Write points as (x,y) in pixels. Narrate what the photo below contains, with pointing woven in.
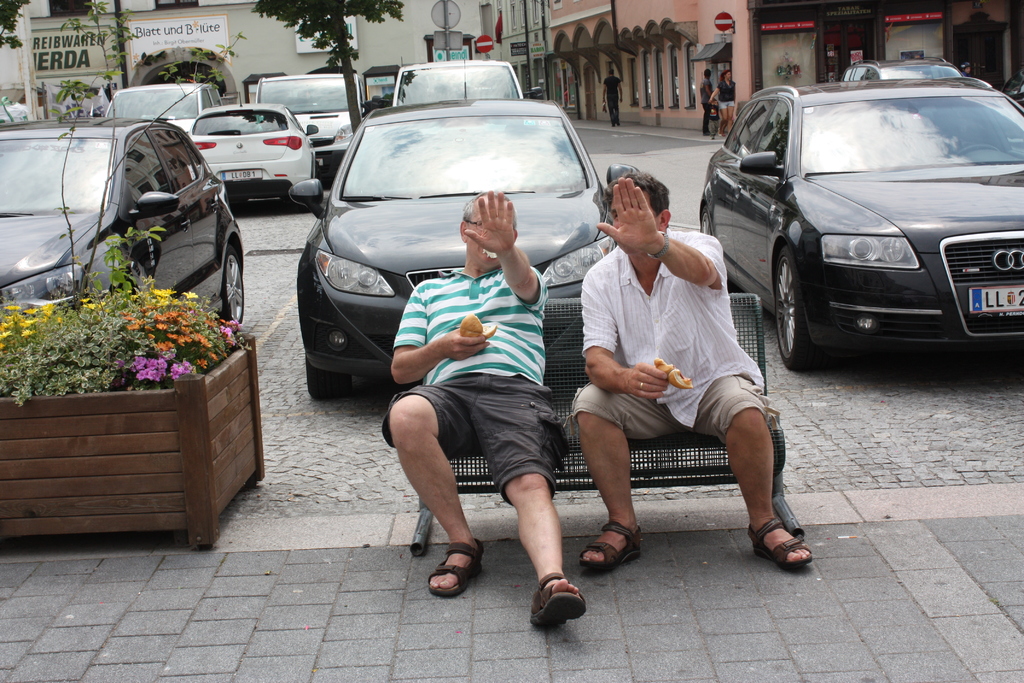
In the center of the image (512,329) there are persons (494,396) sitting on the bench (712,445). On the left side of the image (17,319) we can see plant (68,346) and flowers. In the background (77,204) we can see cars (583,182), persons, sign board (78,72), trees (376,23) and buildings (579,65).
